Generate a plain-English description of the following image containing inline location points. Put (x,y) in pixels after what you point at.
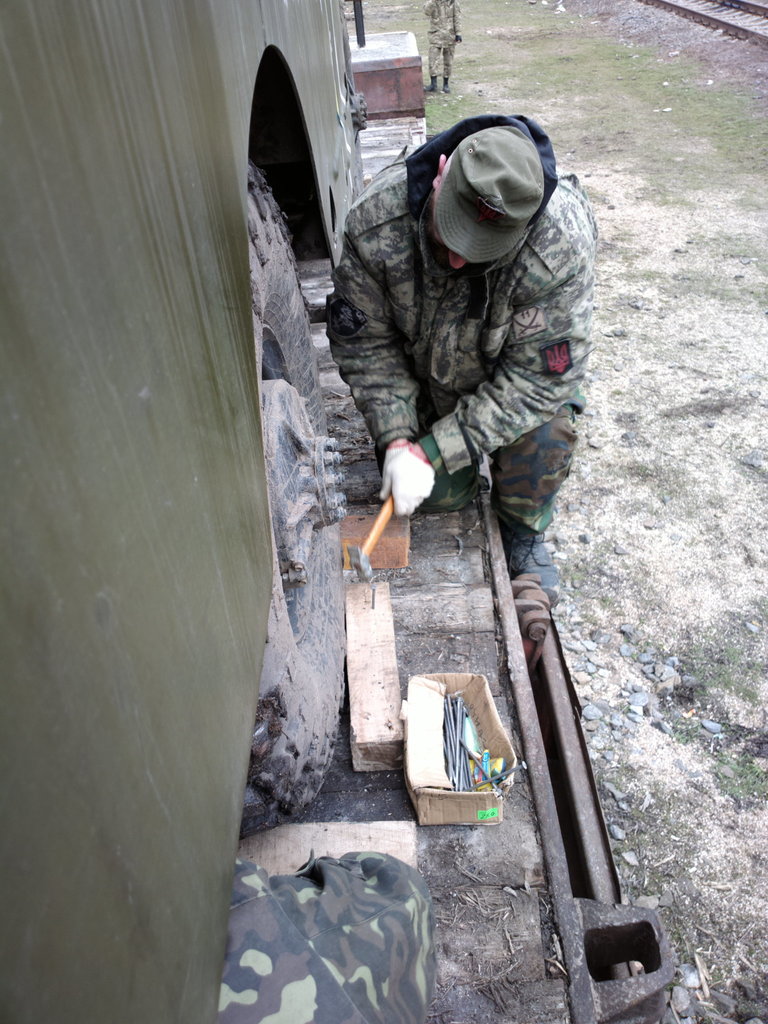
In this image we can see some person (451,350) wearing army dress (481,447), crouching down doing some work holding hammer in his hands (381,500), we can see vehicle wheel (312,358) and there are some objects (450,806) on the ground (626,114) and in the background of the image (741,11) there is a railway track (671,8).
